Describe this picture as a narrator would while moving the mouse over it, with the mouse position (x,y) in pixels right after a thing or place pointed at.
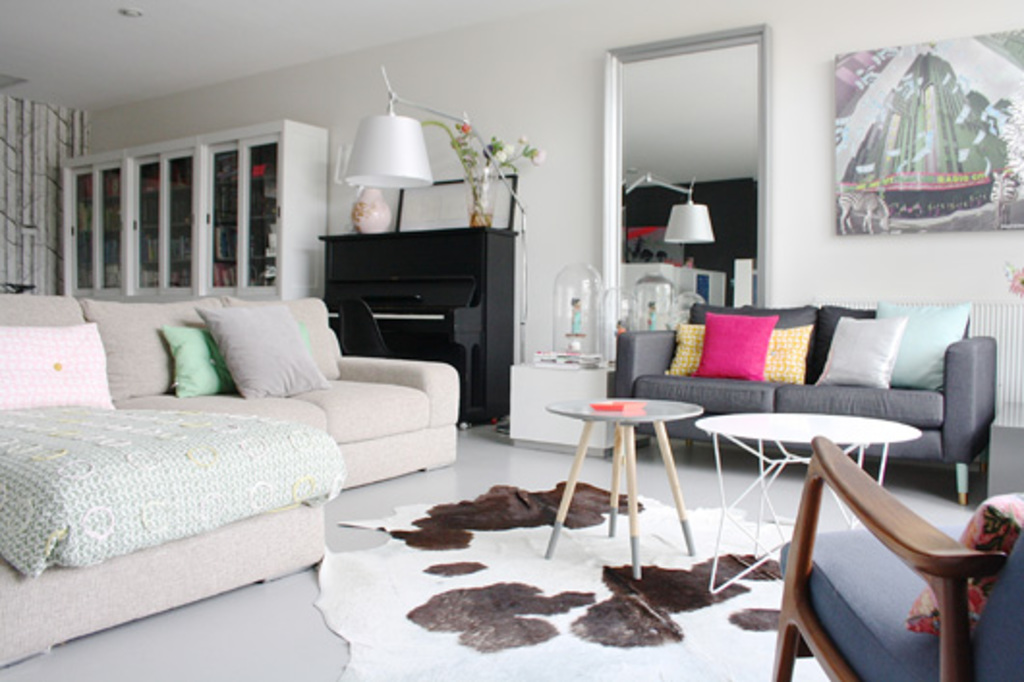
Here there is sofa (228,447), this is table (618,426) this is another table (784,441), this is lamp (427,155), this is sofa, this is cushion (871,353), this is mirror (685,200) and in the background (461,72) there is wall (472,74), this is musical instrument (433,303), this is showcase (196,224).
